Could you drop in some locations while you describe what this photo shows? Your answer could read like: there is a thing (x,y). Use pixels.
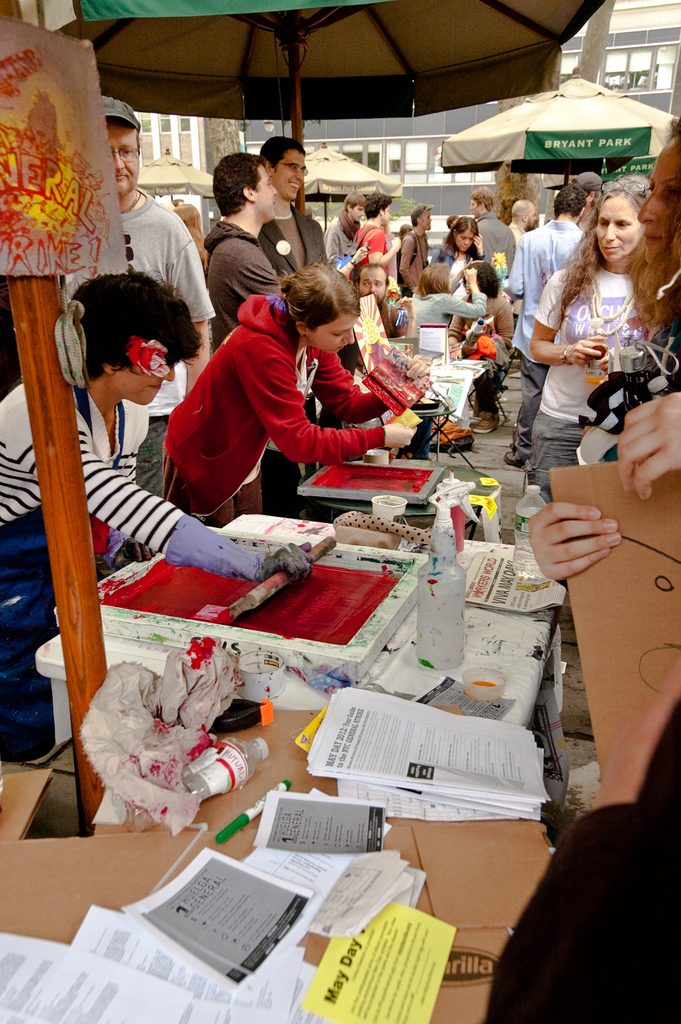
In this image there are building (400,160), there are tents (555,105), there are group of persons (449,281), there are persons (616,253) truncated towards the right of the image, there is a person (105,369) truncated towards the left of the image (132,300), there are objects (377,592) on the surface (290,785), there are tents (546,126), there is a tent (301,38) truncated towards the top of the image (293,54), there is a board (65,142) truncated towards the left of the image (67,119), there is text (26,178) on the board (33,170), there is a pole (67,481) truncated, there is a person (616,960) truncated towards the bottom of the image (619,991), there are papers (142,983) truncated towards the bottom of the image (253,986).
